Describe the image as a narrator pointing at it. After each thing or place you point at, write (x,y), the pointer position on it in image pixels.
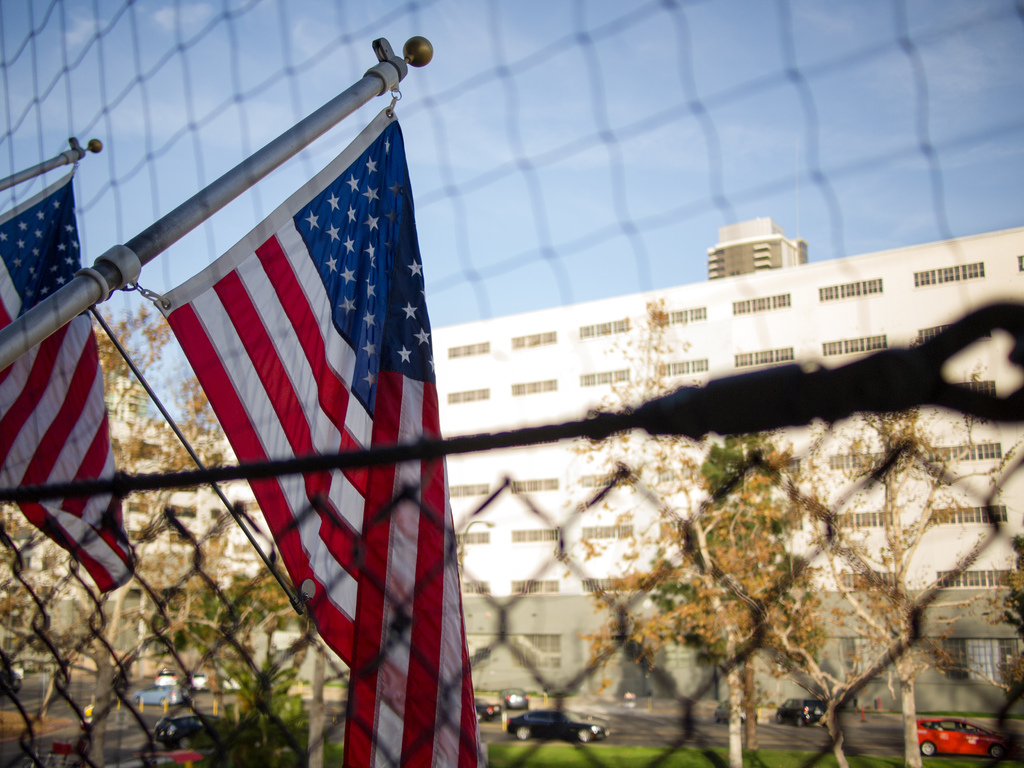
In this image we can see a rope (477,446), flags (390,356), fence (661,566) and also the trees (715,550) and buildings (972,247). We can also see the vehicles (590,734) passing on the road (716,724). We can see the grass (641,746) and also the sky (564,139).
